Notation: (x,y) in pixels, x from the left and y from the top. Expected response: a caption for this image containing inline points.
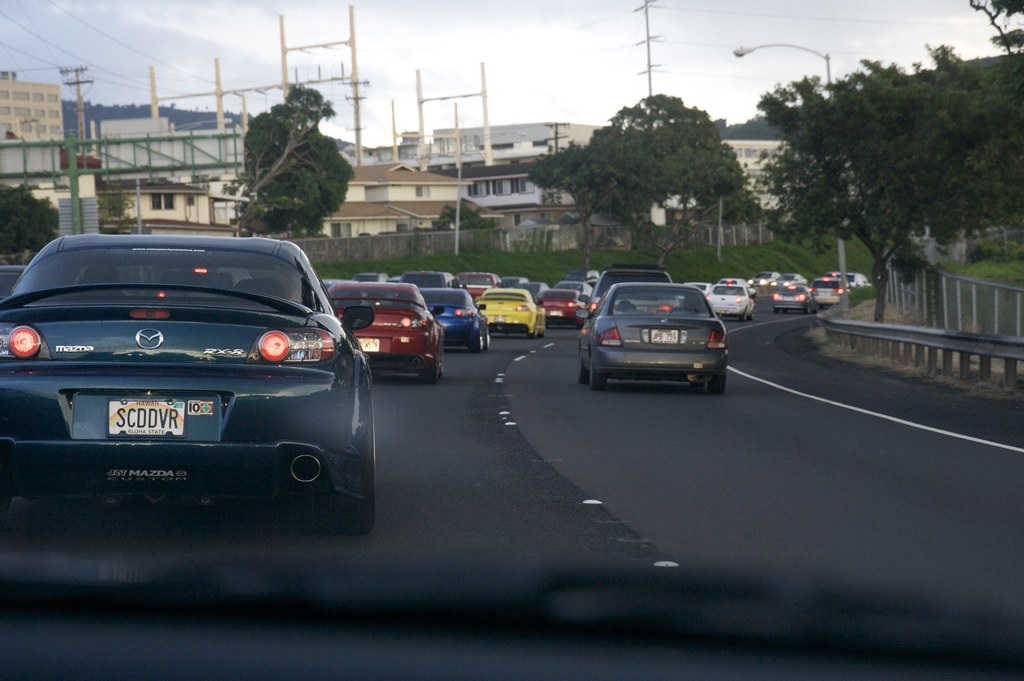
In this image there are vehicles (600,308) on the road (714,527). Right side (985,358) there is a fence (941,343). Right side there is a street light (828,56). There are poles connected with wires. Left side (120,148) there is a board (68,221) attached to the pole (79,190). Background (50,205) there are trees (695,163) and buildings (418,168). Top of the image (515,121) there is sky (537,37). There is a fence (708,236) on the grassland (747,255).
